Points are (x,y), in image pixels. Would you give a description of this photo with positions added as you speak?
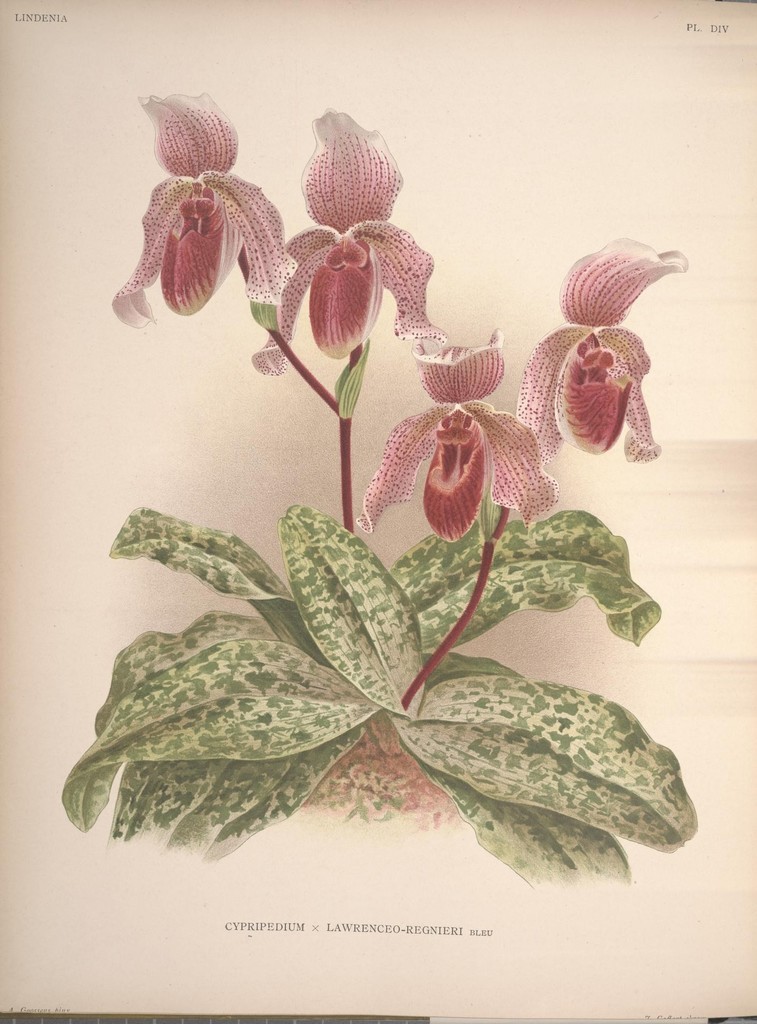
In the image in the center (428,532), we can see one paper (299,794). On the paper (331,787), we can see plants (510,464) and flowers (544,413). And we can see something written on the paper (734,716).
